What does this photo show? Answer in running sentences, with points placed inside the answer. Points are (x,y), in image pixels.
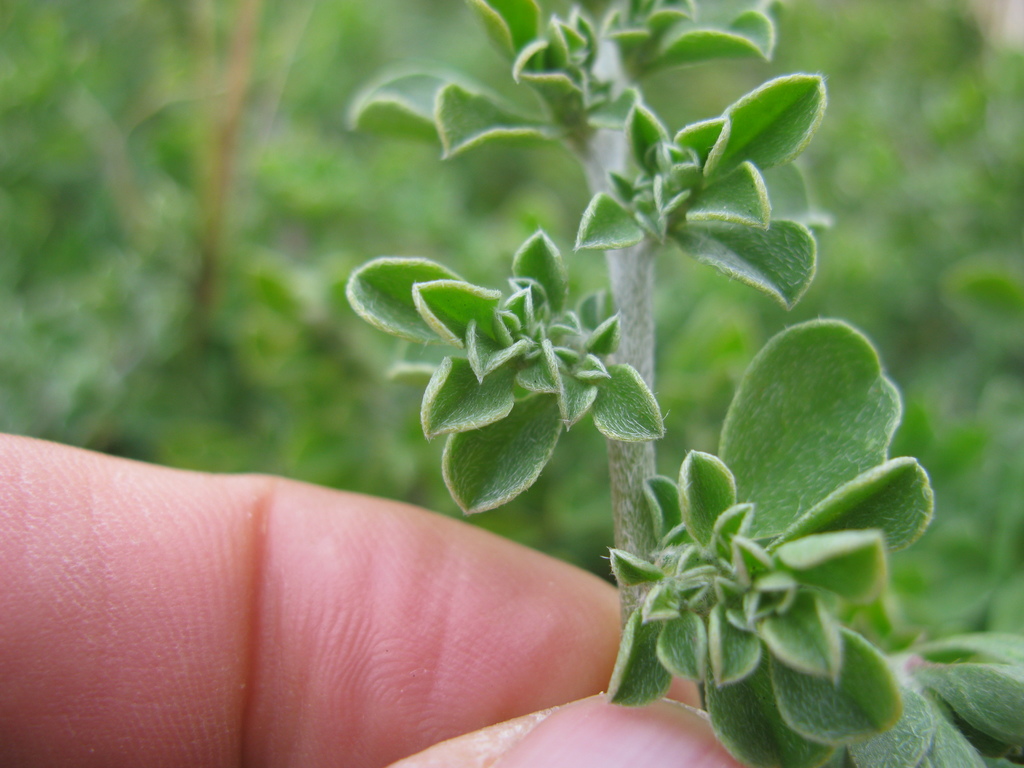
In this picture I can see a plant (715,131) in the human hand (423,612) and I can see few plants (272,161) in the background (994,333).
